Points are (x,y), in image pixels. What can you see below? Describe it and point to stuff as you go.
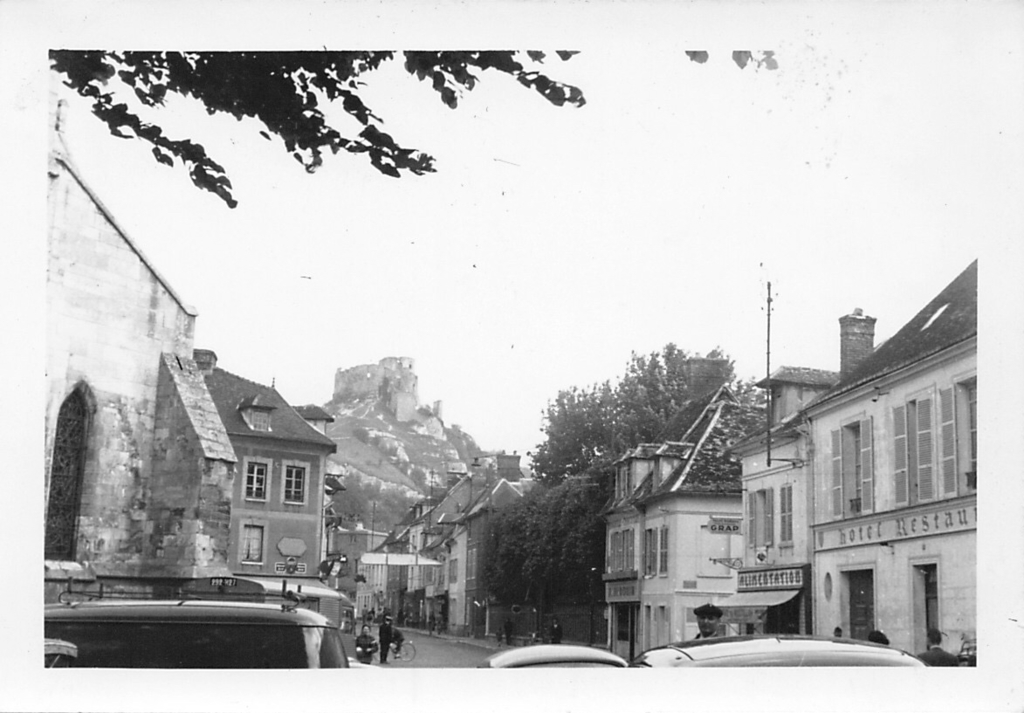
This is a black and white image. At the bottom of this image (302,659) there are some vehicles (167,606) on the road (421,665). In the background (372,619) few people (366,638) are walking. In the middle of this image (573,452) there are some buildings (433,502) and trees (579,516). On the top of the image (625,180) I can see the sky (524,226) and also I can see the leaves (267,93) of a tree (291,113).
